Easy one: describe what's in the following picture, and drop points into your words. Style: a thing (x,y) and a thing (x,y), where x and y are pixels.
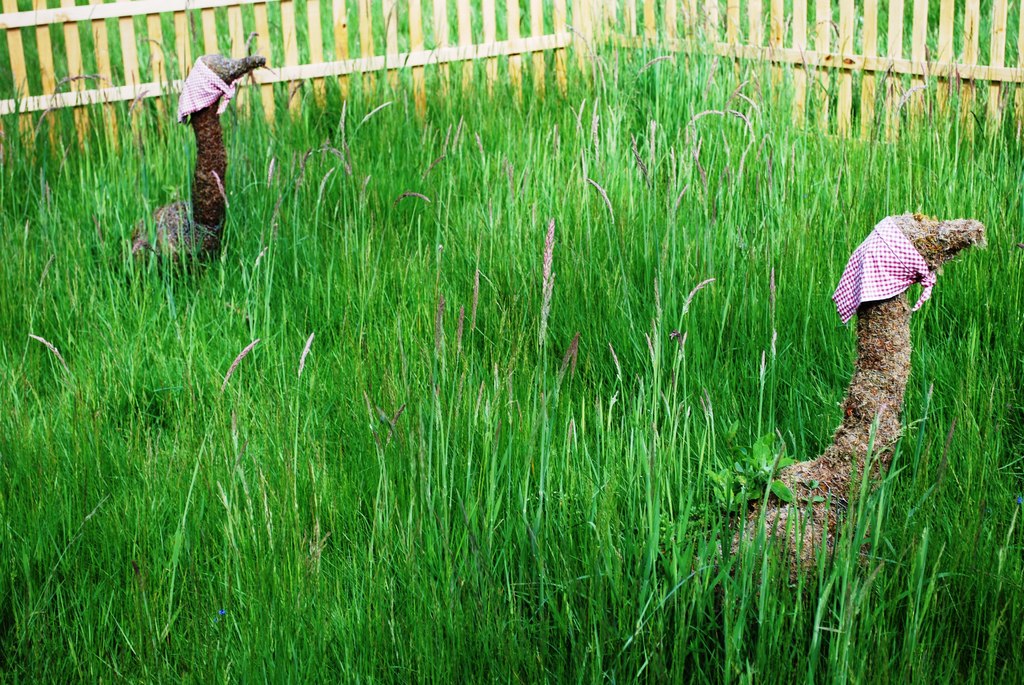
In this picture I can see the grass (662,259) and wooden fencing (678,44). In the top left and bottom right (794,557) I can see the statue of an animal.
